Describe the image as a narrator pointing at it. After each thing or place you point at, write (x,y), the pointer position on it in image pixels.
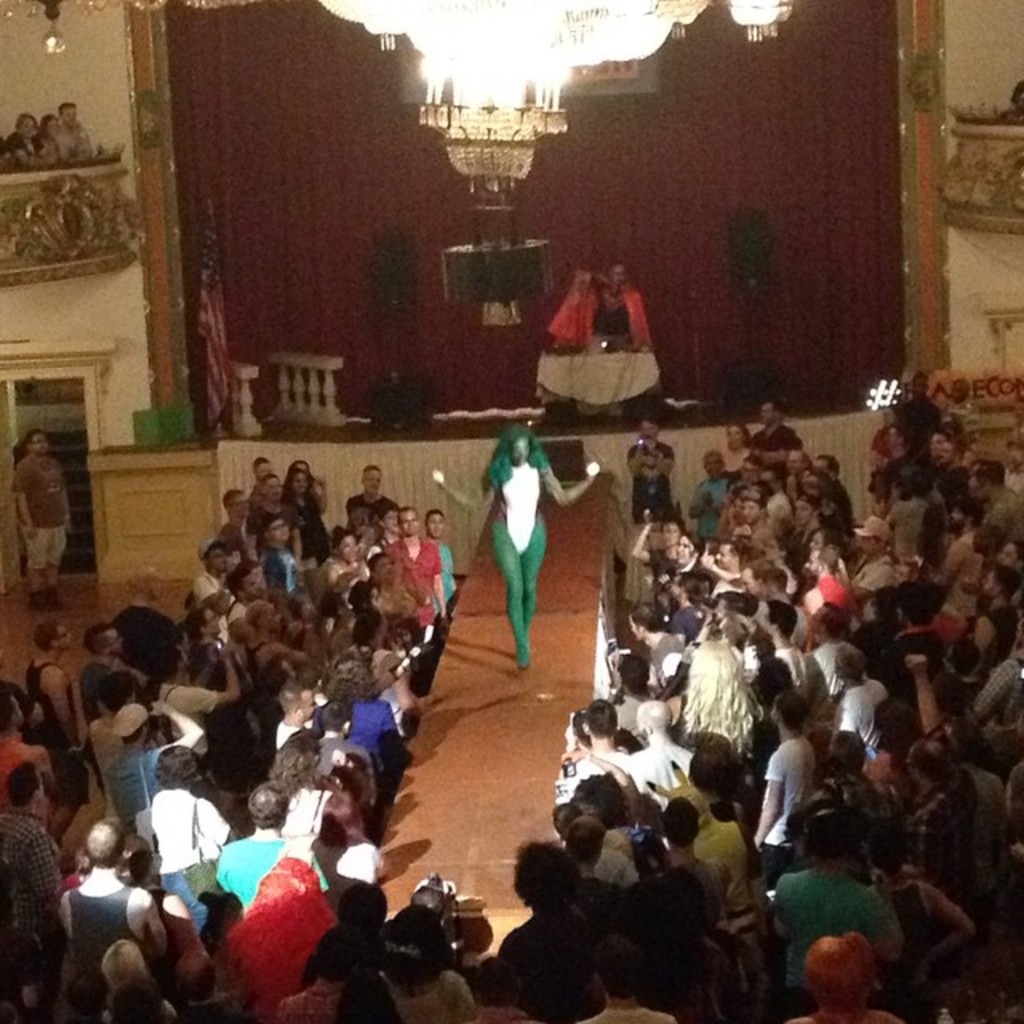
In this image, we can see people (261,572) and in the center (513,497), we can see a person (513,535) wearing costume (519,515) and holding some objects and standing on the stage (494,771). In the background (209,298), there is a flag (216,313) and we can see railings (310,371) and some other people (46,138) and there are lights (491,58), boards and a wall (954,36).
